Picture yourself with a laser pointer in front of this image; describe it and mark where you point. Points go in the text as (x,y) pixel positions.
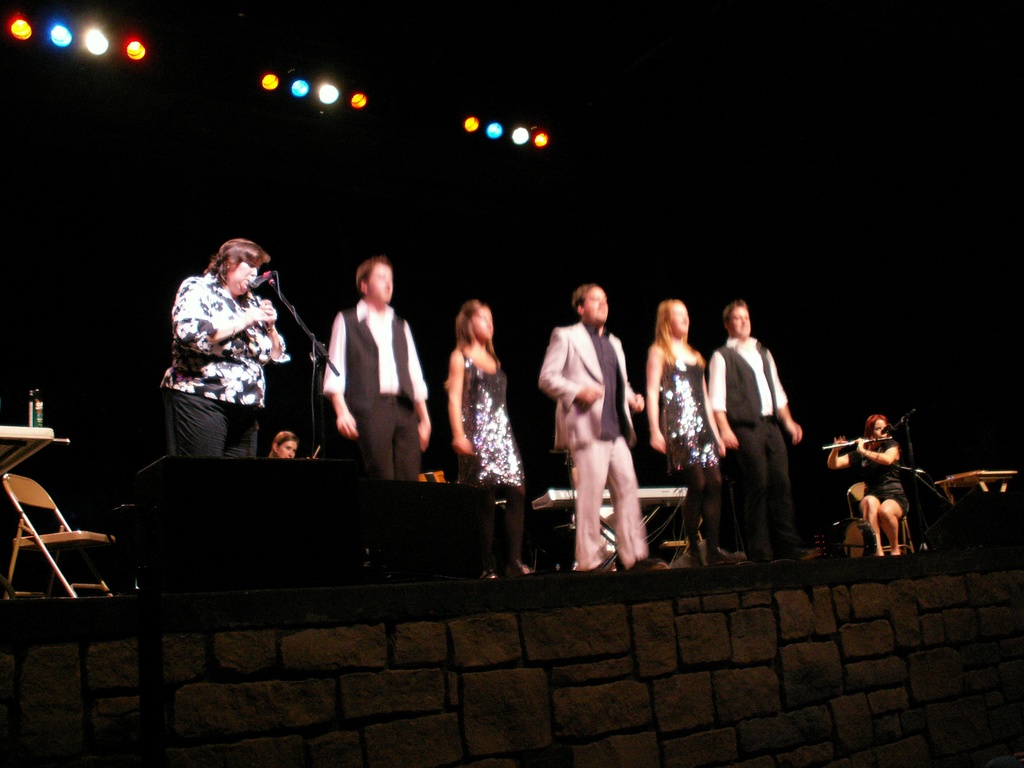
In this image we can see a group of people (205,362) on the stage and one among them is singing and there is a microphone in front of her, behind them there are tables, chairs (44,553) and a few people (885,503) are playing music instruments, in the background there are lights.
